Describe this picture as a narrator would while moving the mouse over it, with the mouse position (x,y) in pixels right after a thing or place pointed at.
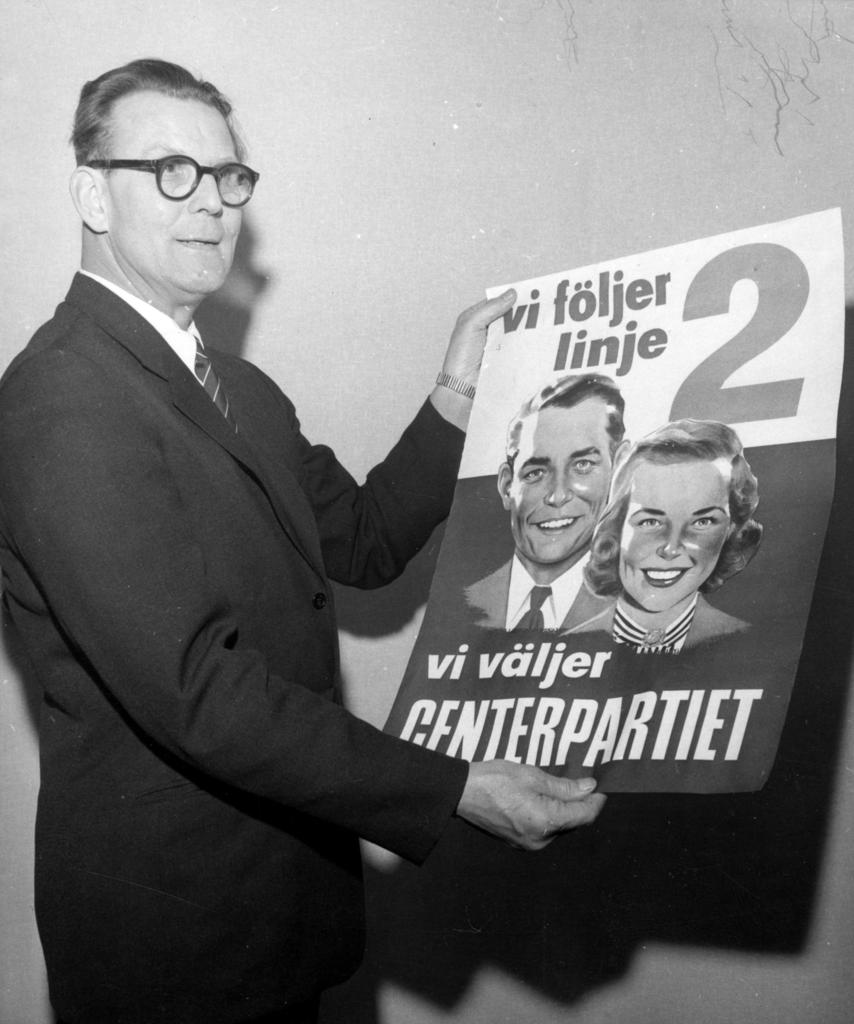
In the picture we can see a black and white photograph of a man (76,559) standing near the wall (521,14) and holding a poster (628,679) and he is wearing a black color blazer (184,575), tie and white shirt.
